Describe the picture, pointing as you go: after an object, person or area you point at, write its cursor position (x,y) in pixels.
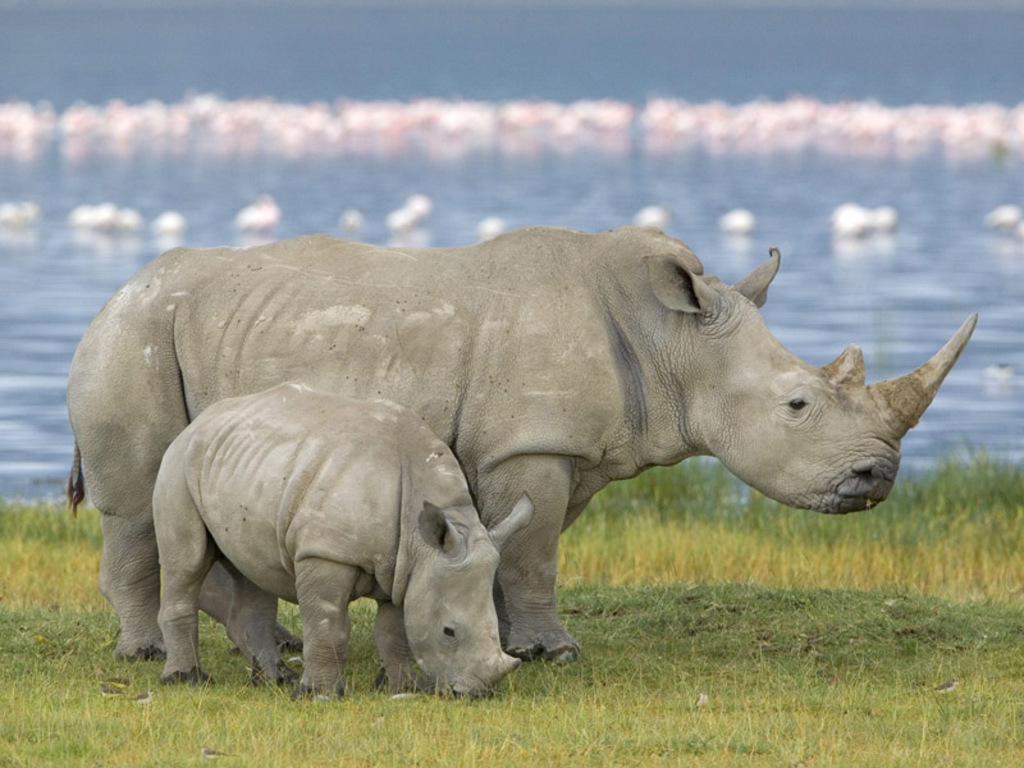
In the center of the image (384,455) there are animals (447,515). At the bottom (710,653) there is grass (623,718). In the background (806,300) there is water (902,291) and we can see birds (648,219).
